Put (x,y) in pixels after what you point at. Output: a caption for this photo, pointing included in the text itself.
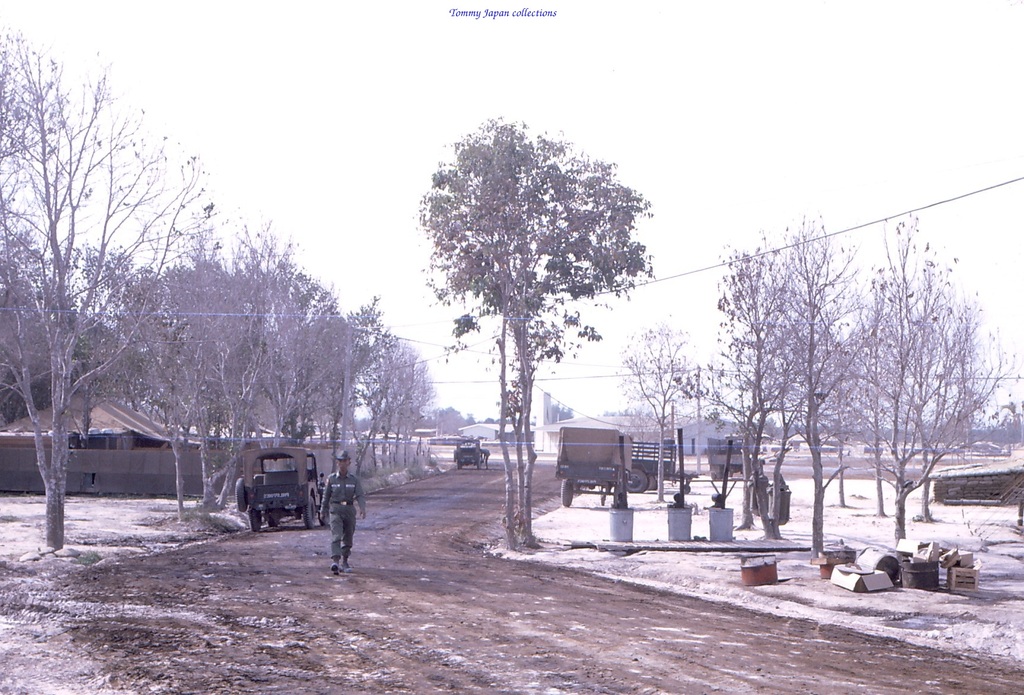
In this image there is a person (342,507) walking on a road (407,494) and there are vehicles (284,505), on either side of the road (388,496) there are trees (206,405) and land (12,622) is covered with sand (752,516) and there are few boxes (954,578) on the land (829,581), in the background (142,426) there are buildings (132,411), at the top (456,17) there is some text (471,9).
